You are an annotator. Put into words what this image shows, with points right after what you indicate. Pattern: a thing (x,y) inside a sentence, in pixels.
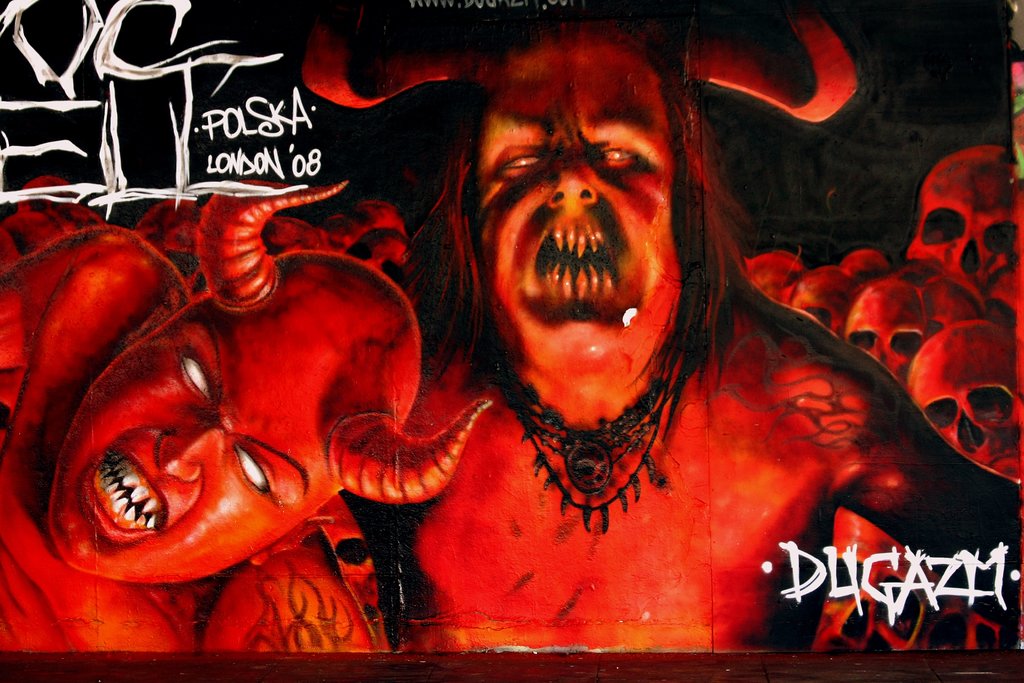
In this image we can see a poster (245,363). There are images of monsters (503,333). Also something is written on the image. In the back (884,276) there are skulls (935,390).
